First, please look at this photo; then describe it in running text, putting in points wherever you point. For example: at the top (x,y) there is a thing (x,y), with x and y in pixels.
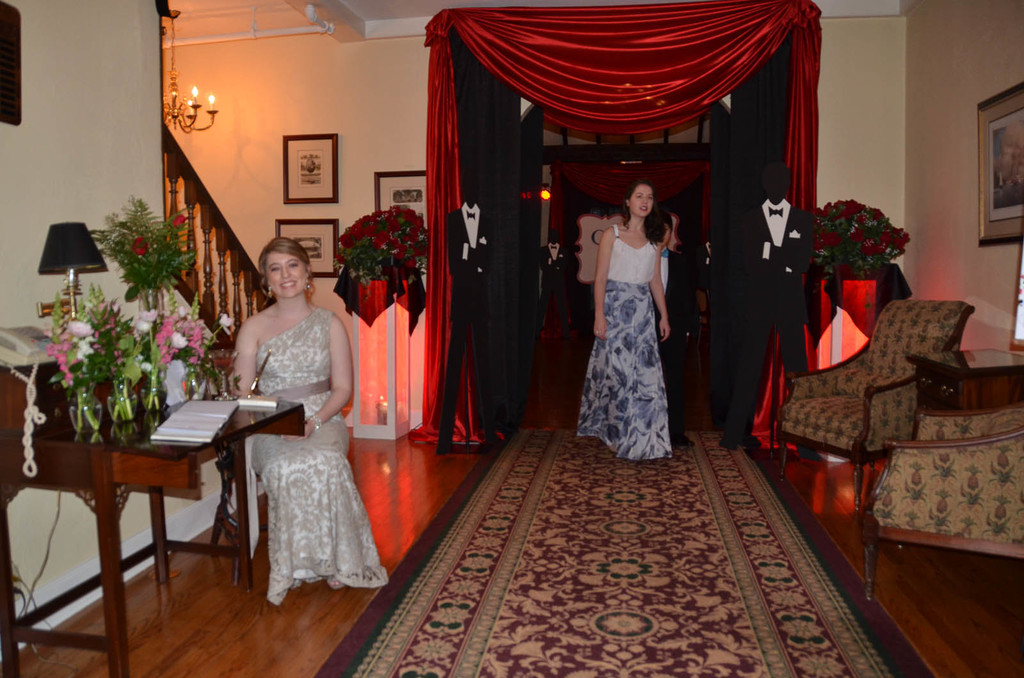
In the image we can see there is a woman (649,417) standing on the floor (619,516) and there is floor mat (586,564) on the floor (211,593). There is a woman (333,550) sitting on the chair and there are books (185,416) on the table (236,424), there are flowers (90,340) kept in the vase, there is telephone (39,343) and there is table lamp (54,273) kept on the table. There is chandelier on the top (182,92) and there are stairs (236,245). There is rose bouquet (420,248) on the table (411,301) and there are photo frames (310,247) on the wall (970,223). There are chairs (873,410) on the floor (841,516).
